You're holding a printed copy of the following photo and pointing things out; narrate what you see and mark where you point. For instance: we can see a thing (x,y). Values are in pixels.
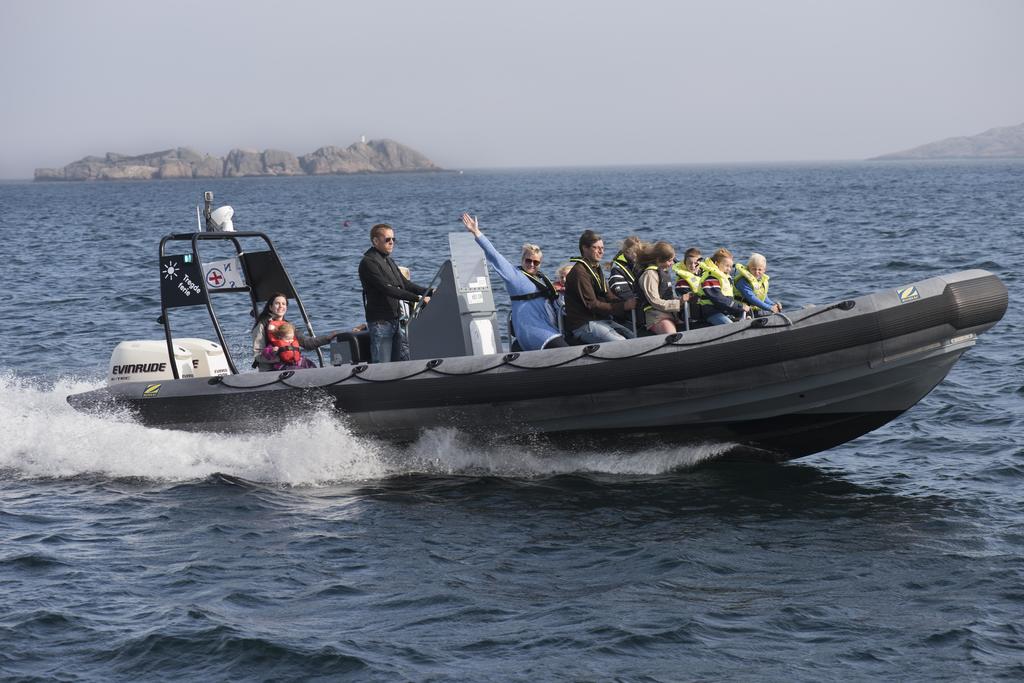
In this image, we can see persons (584,277) on boat (594,386) which is floating on the water (534,578). There is a hill (368,147) in the top left of the image (82,167). There is a sky (464,132) at the top of the image (568,57).
